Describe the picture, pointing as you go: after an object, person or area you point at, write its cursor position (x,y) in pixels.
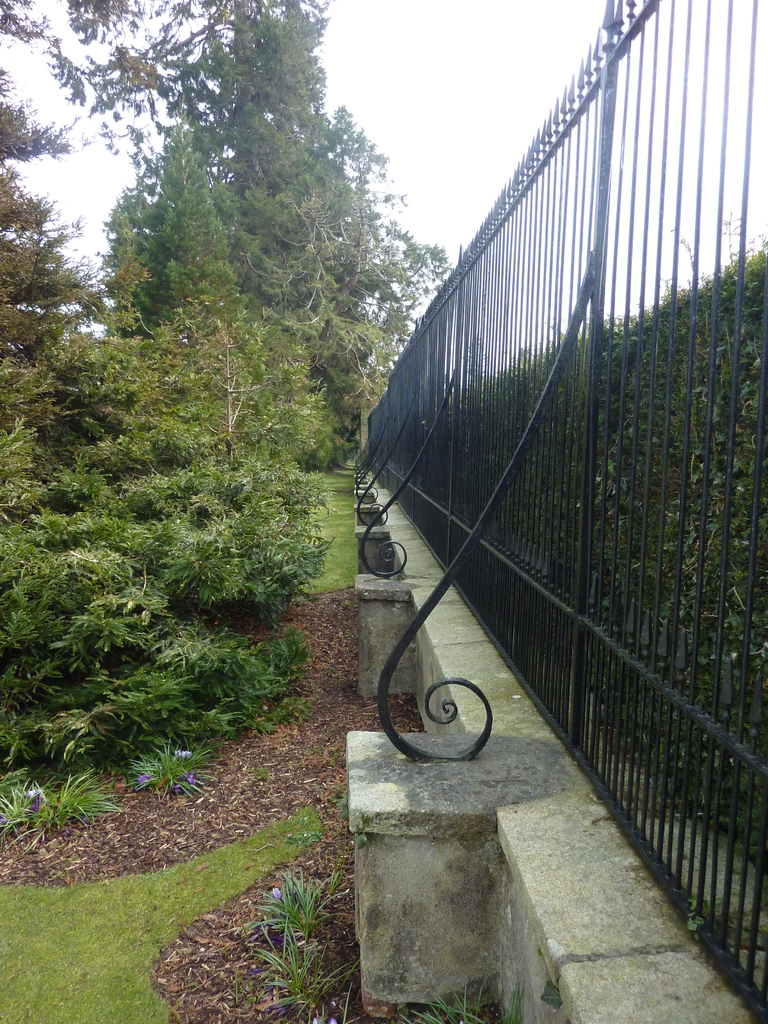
In the image there are trees (235,353) and beside the trees (340,368) there is an iron fence (435,415), beside the iron fence (506,471) there are plants (276,489).
